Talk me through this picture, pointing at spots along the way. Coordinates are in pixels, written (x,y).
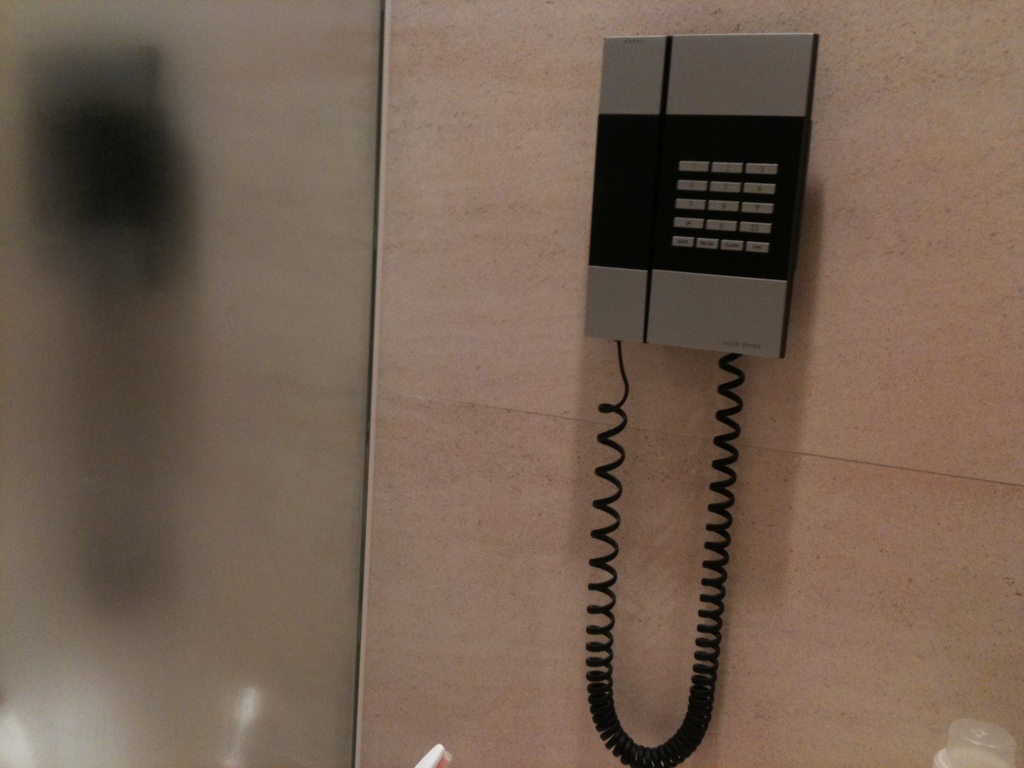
This image is taken indoors. On the left side of the image (192,595) there is a glass (160,638). At the bottom of the image (985,741) there is a brush (438,757) and there is an object (960,746). In the middle of the image (616,274) there is a telephone (698,178) on the wall (815,374).
